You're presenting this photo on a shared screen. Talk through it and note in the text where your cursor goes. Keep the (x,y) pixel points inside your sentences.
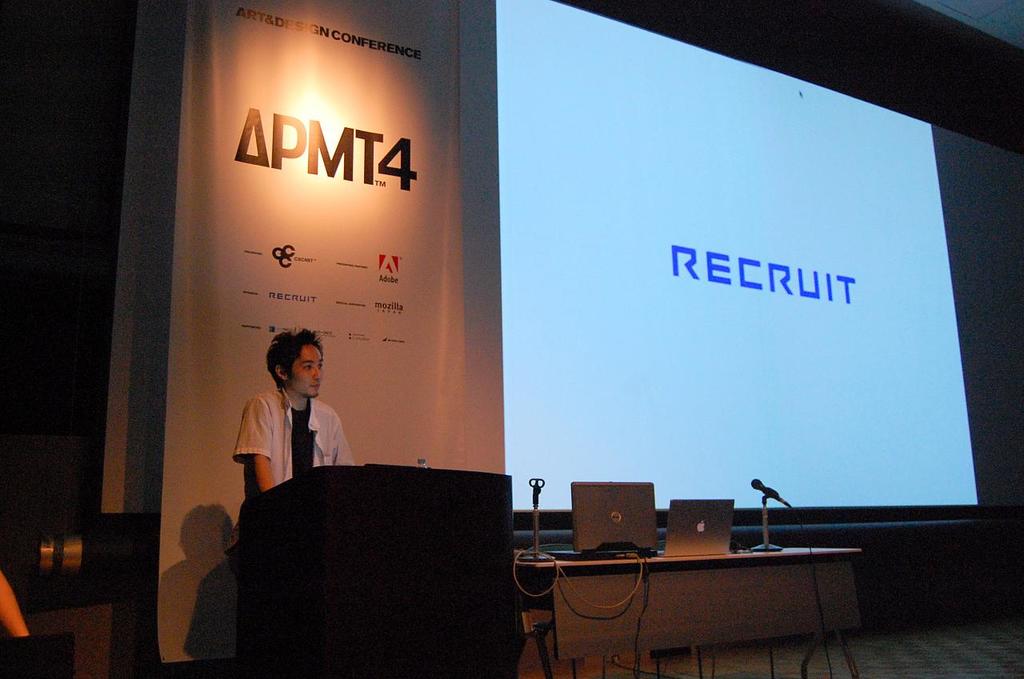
In this picture we can see a man (313,371). This is podium (415,622). This is table (682,621). On the table (694,583) there are laptops (723,532). There is a mike (774,490). On the background (845,278) there is a screen (533,203) and this is banner (287,206).
